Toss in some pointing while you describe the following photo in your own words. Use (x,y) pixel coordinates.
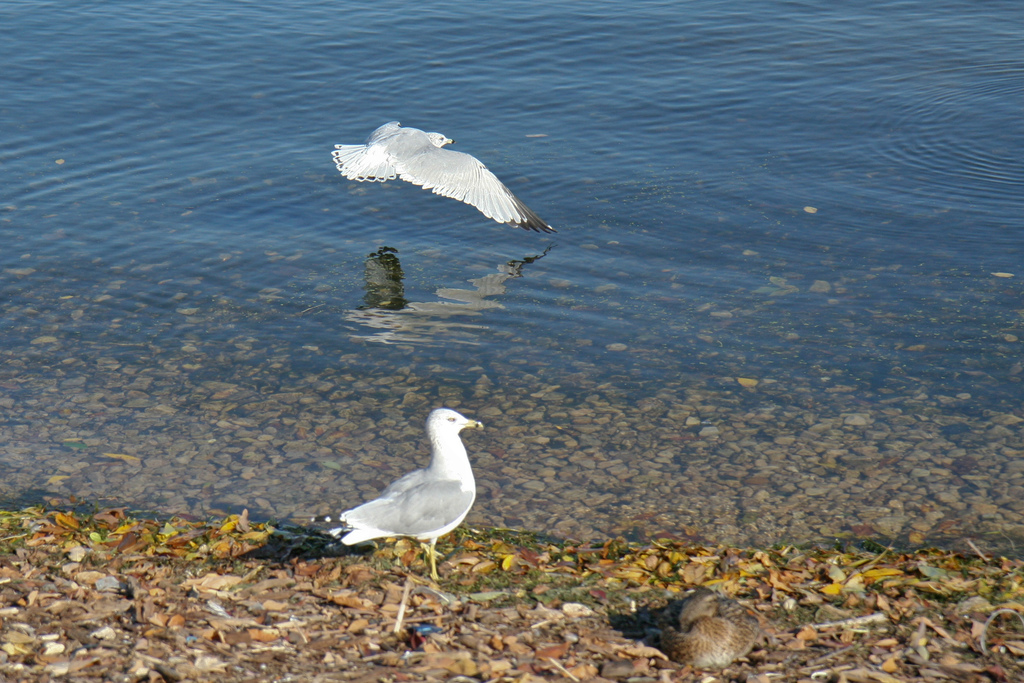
In this image, there is water (699,519) and there are two white color birds (355,519), there are some small stones (29,411) in the water (530,400).
